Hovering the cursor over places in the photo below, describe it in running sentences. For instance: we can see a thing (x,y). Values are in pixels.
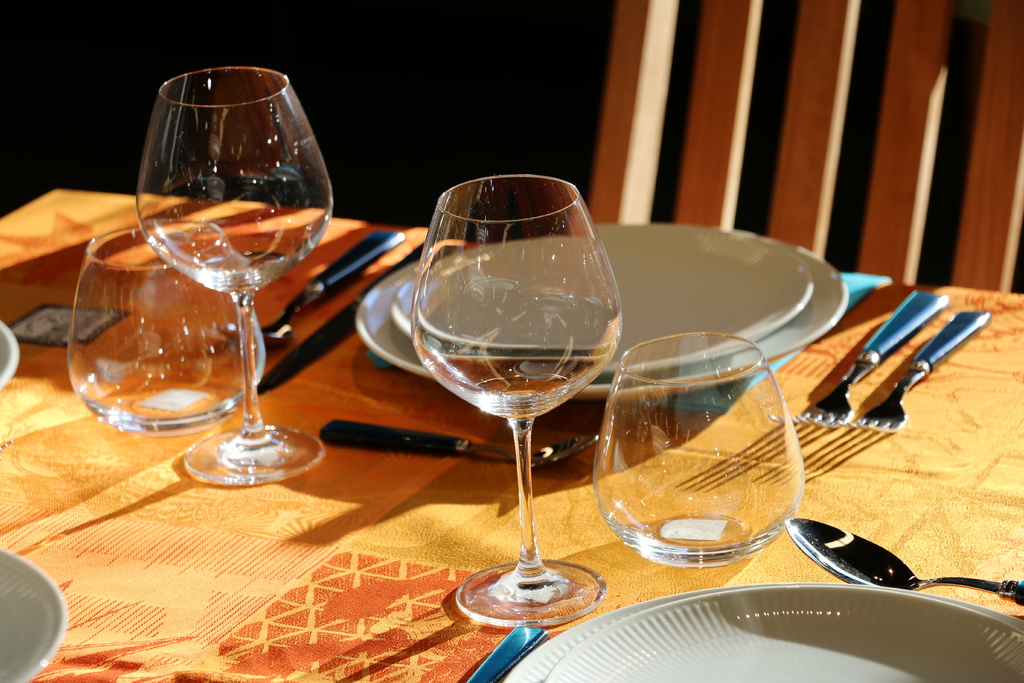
On the table (104,503) with orange color cloth (403,543) there are two glasses (480,400), two plates (775,302), two scoops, two forks (912,319) and two other glasses (676,545). And a chair (739,113) in front of the table (424,478).
